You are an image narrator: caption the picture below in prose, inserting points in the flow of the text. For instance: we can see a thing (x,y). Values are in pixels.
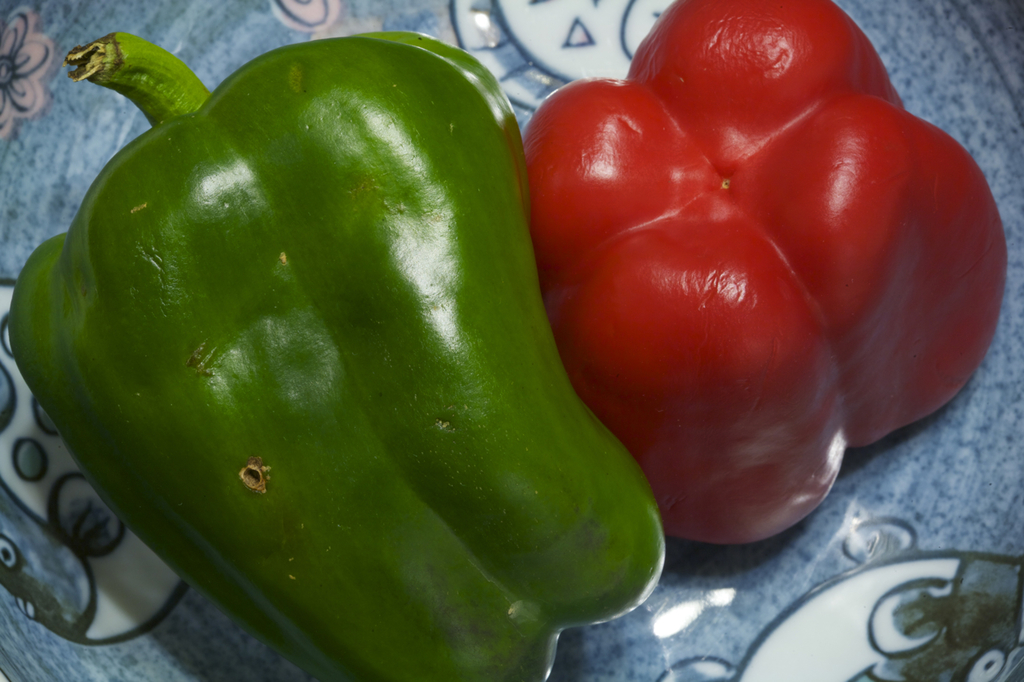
We can see green and red color peppers (550,347) on surface (946,468).
